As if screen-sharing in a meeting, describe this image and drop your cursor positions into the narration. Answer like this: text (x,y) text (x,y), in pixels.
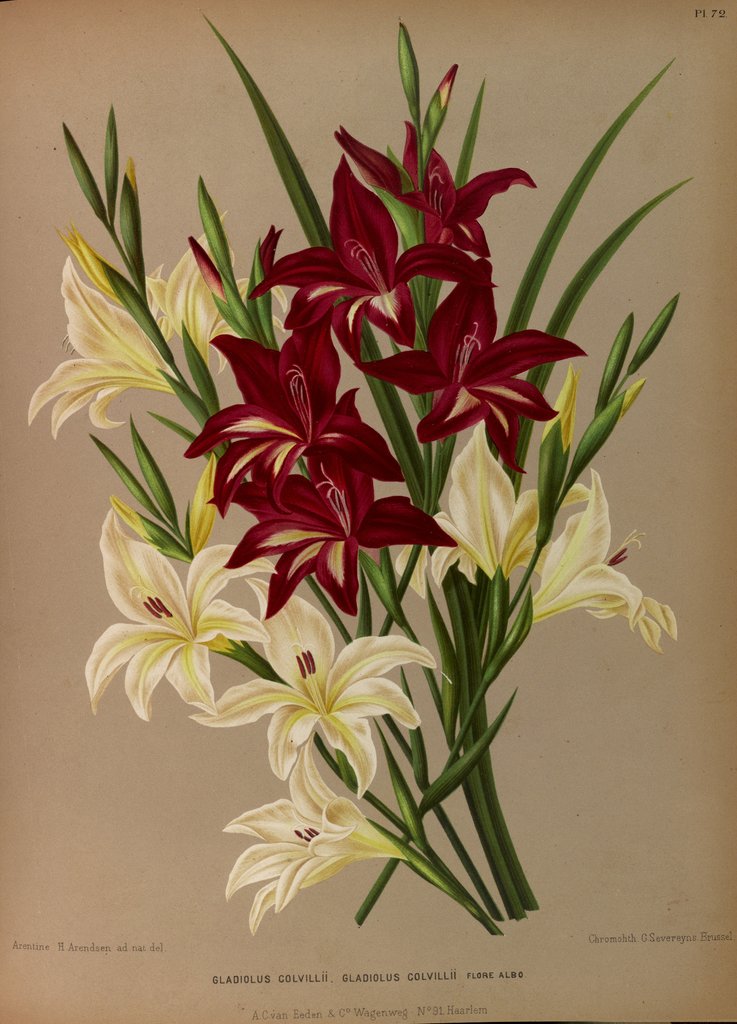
In the image on the paper (430,735) there is painting (373,513) of flowers (400,690) and leaves (453,646). And also there is text (59,944) on it.
